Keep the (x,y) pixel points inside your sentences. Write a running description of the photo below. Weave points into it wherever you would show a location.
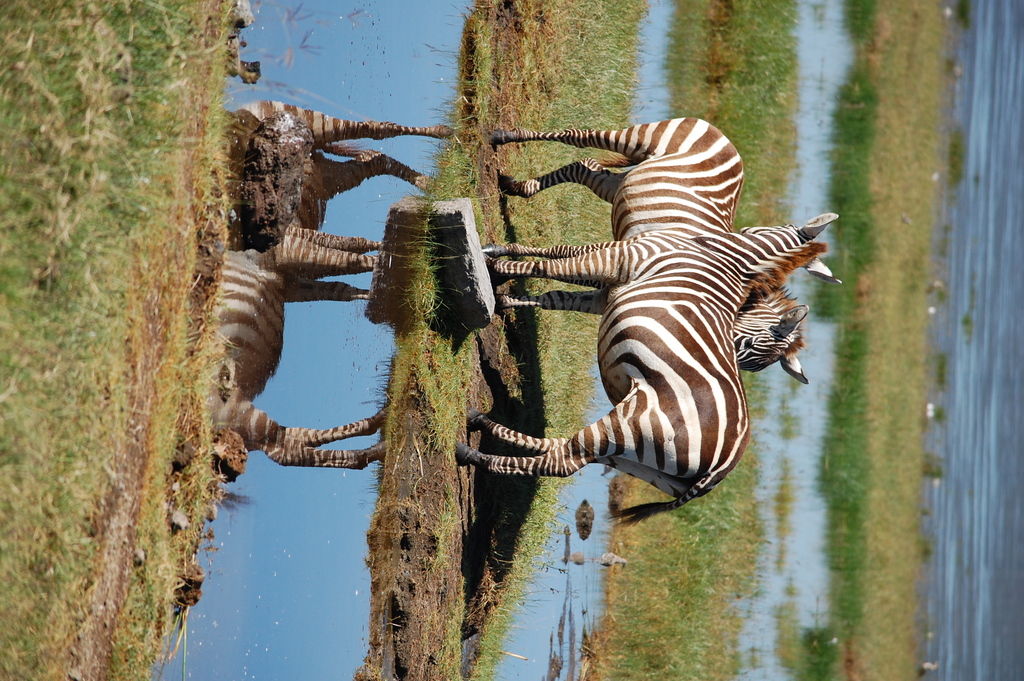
In this picture I can see zebras (662,321) on the surface (592,346). I can see green grass (434,366). I can see water (800,299).
